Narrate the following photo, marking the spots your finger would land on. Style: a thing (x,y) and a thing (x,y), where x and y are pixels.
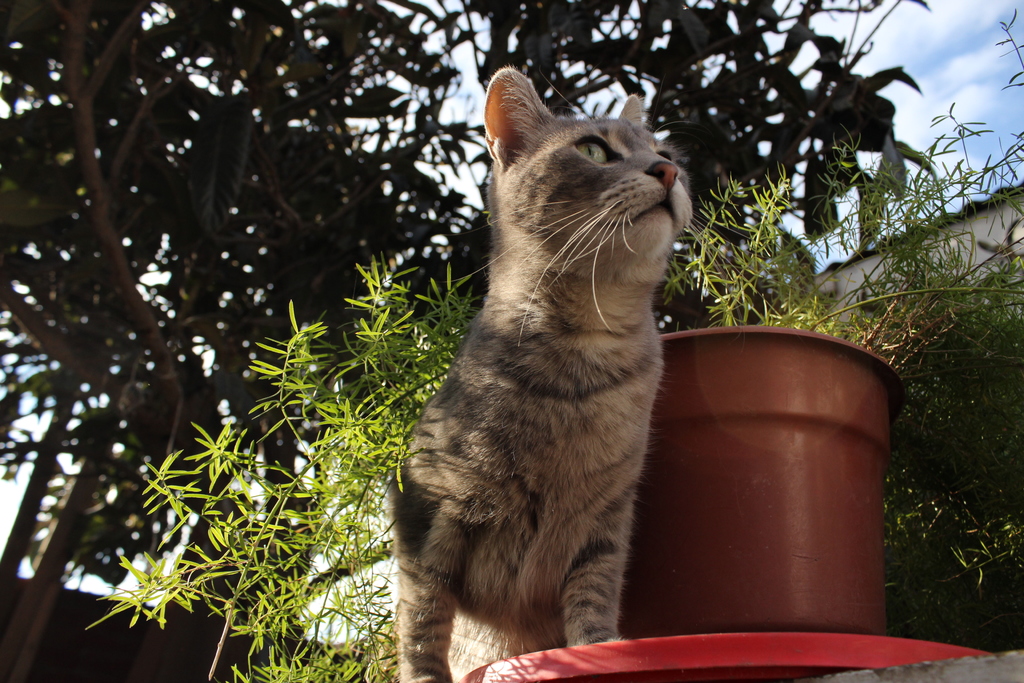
In the picture we can see a cat (583,441) sitting near the house plant (943,295) and just beside it, we can see some plants (321,393), in the background (868,106) also we can see some leaves (844,132) and sky (938,45) with clouds (892,45).
